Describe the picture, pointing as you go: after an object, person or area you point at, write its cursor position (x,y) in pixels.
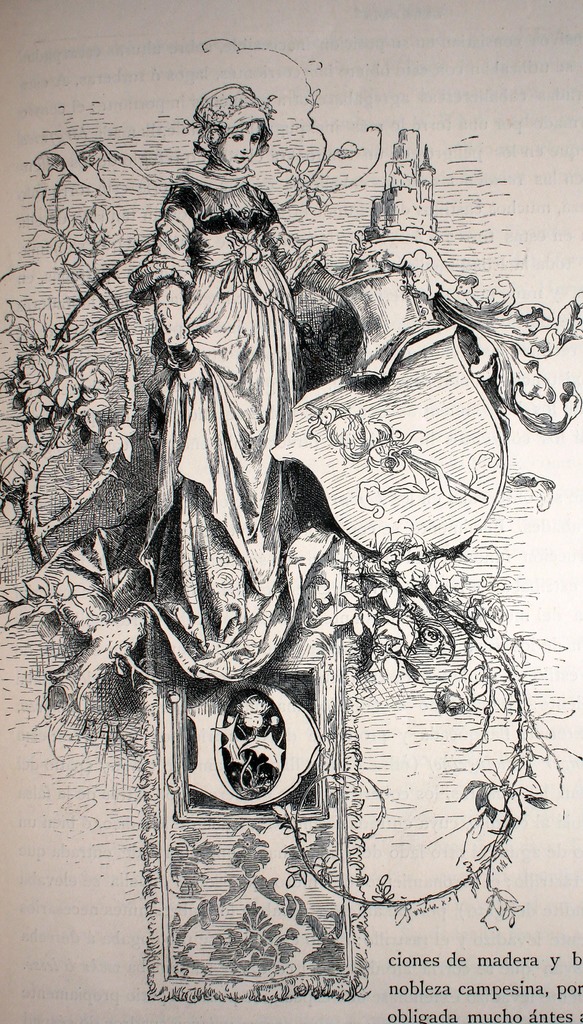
In this image we can see there is a sketch (259,407) of a girl (239,445) standing and there is some text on it.
